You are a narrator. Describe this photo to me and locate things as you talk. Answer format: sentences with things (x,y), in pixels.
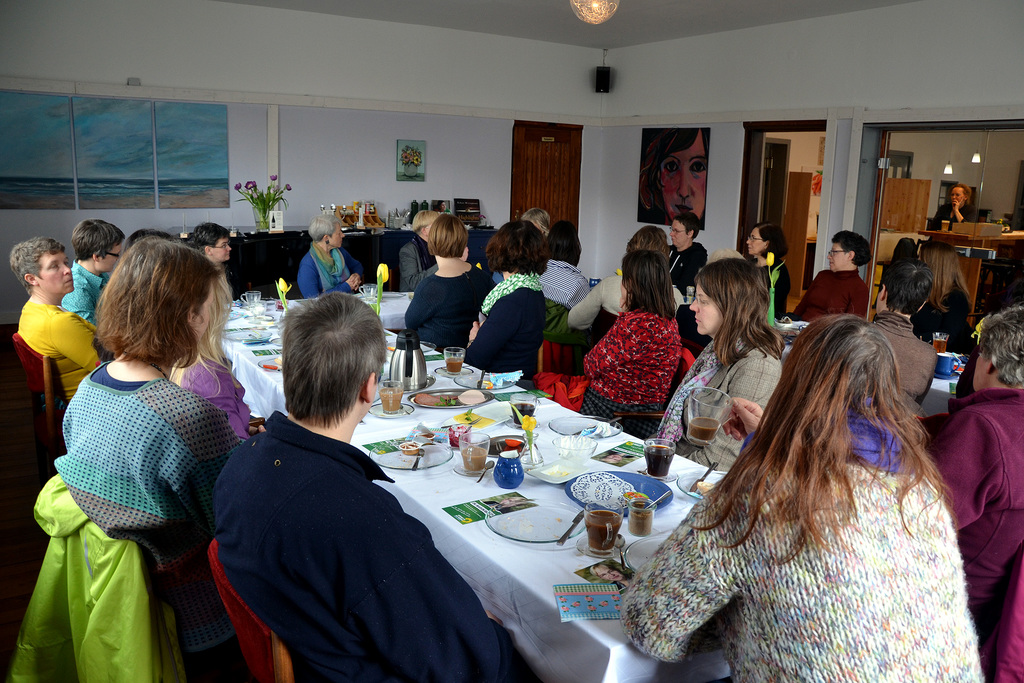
There are a group of people (642,245) sitting on chairs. This is a table (386,431). There are a lot of things (425,354) on table (501,574) like plate (608,500), flask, glass (385,382), spoon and a flower vase (381,267).
